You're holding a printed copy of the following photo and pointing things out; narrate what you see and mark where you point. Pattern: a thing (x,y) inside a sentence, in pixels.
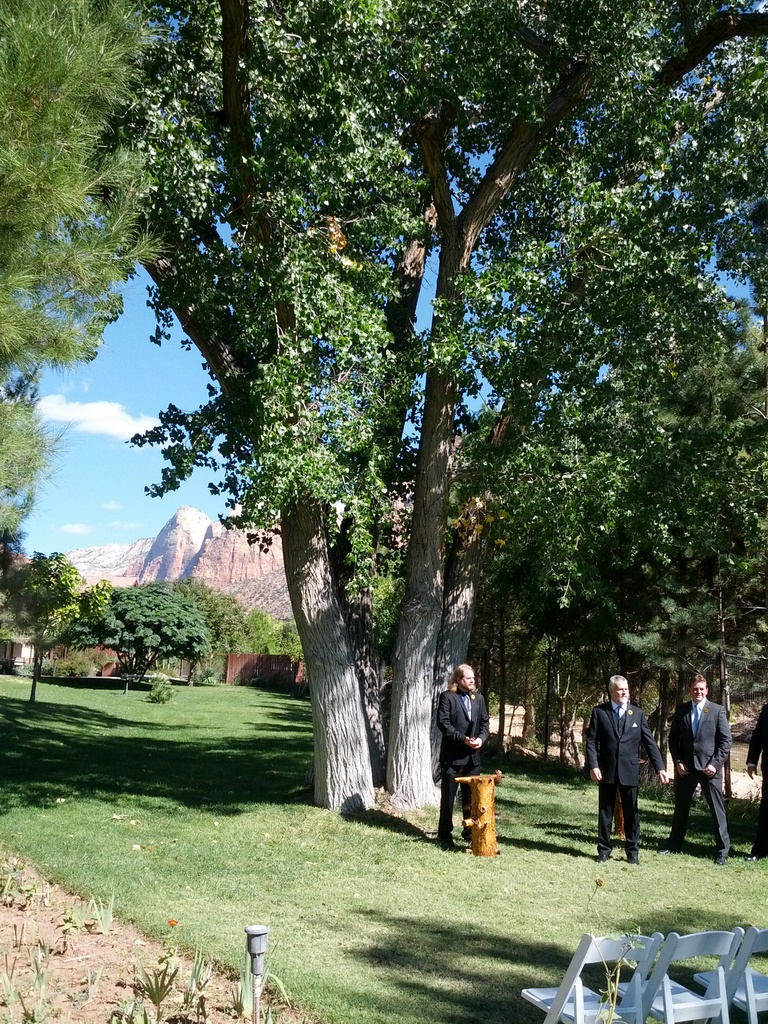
In the foreground (444,861) I can see chairs (744,968), pole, group of people (764,797) are standing on grass (345,836), table (489,843) and trees (760,563). In the background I can see fence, houses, mountains (234,553) and the sky (51,534). This image is taken may be in a park (386,799).
